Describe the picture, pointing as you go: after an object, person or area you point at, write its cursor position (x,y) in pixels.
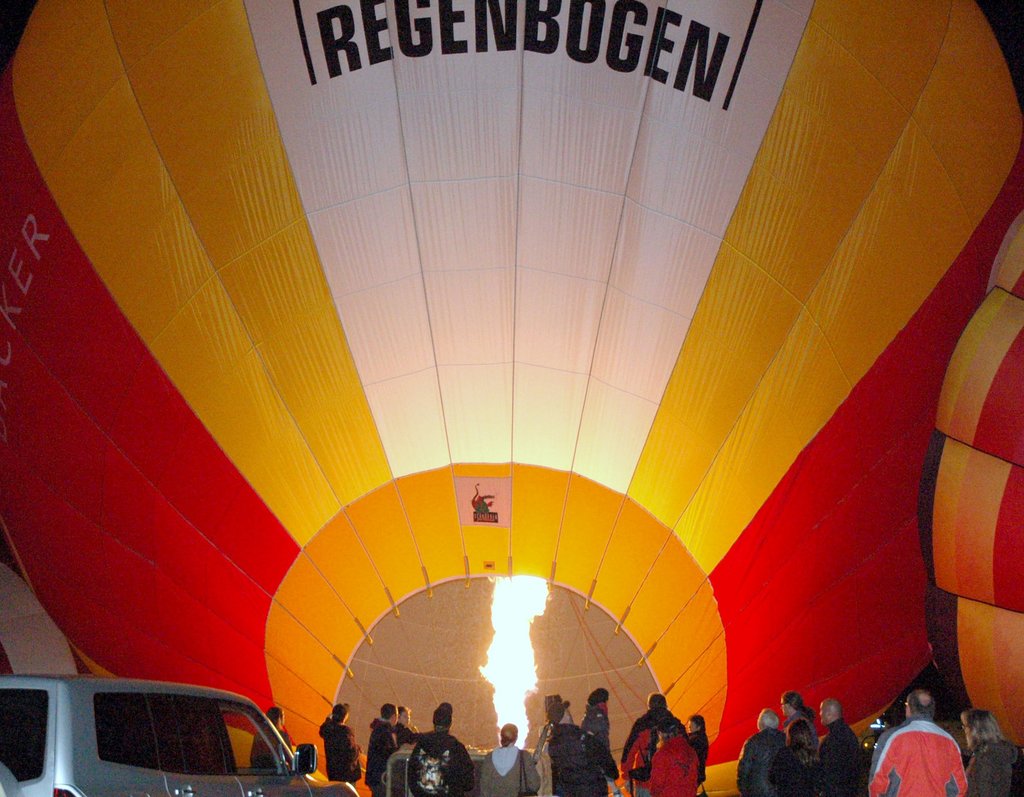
In this image we can see the hot air balloons (500,318). On the bottom of the image (81,786) we can see a vehicle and a group of people (939,739) standing.
